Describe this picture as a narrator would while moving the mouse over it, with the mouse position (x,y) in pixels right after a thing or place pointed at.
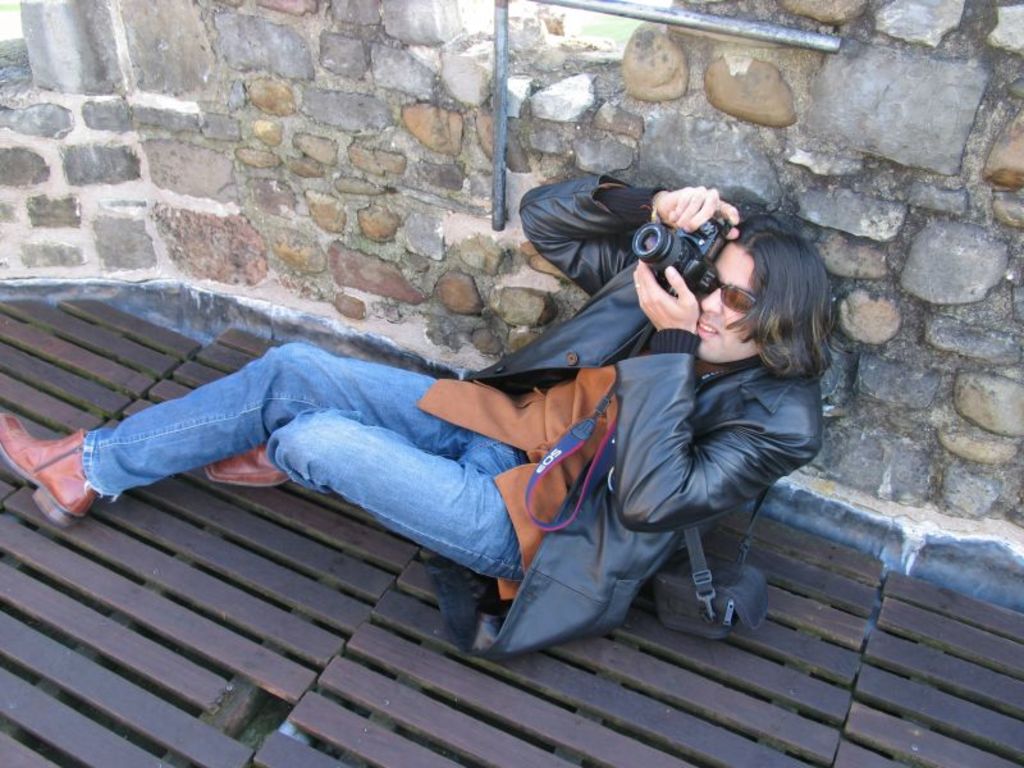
In this image, we can see a person (631,340) sitting and holding camera (690,271) in his hands (669,302). In the background (229,112), there is wall (865,117). At the bottom (230,631), there is wood (431,663).
